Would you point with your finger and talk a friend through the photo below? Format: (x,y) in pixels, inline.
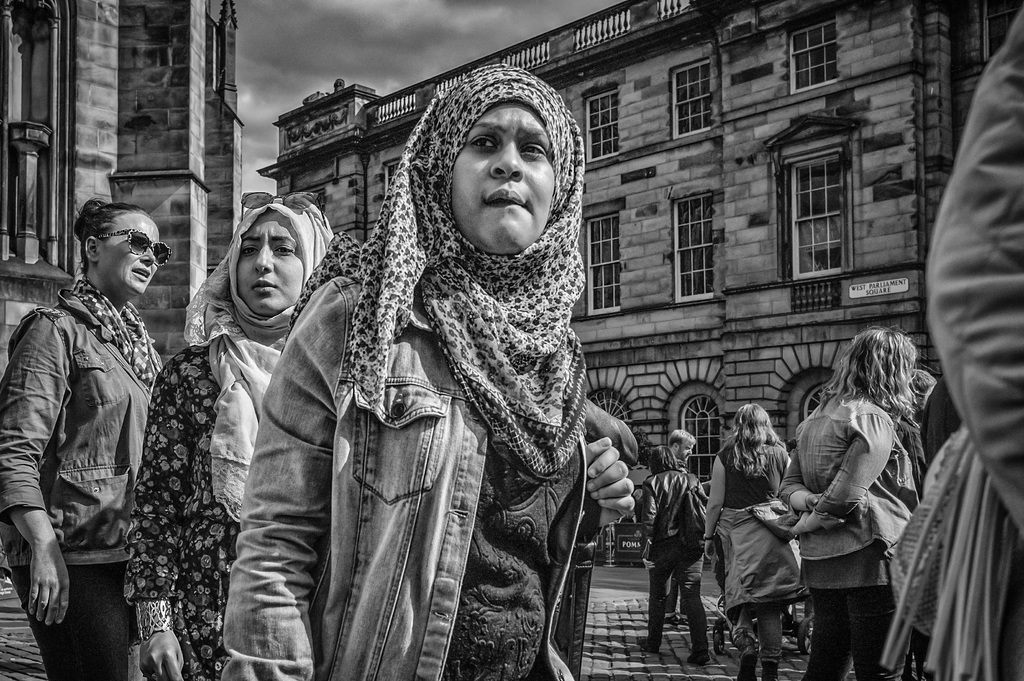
In this image we can see many people (411,472). There are few buildings (321,94) and they are having many windows (695,222). There is a board (885,292) on the wall (766,353) of the building (751,353) at the right side of the image (866,289). We can see the cloudy sky (441,58) in the image.
